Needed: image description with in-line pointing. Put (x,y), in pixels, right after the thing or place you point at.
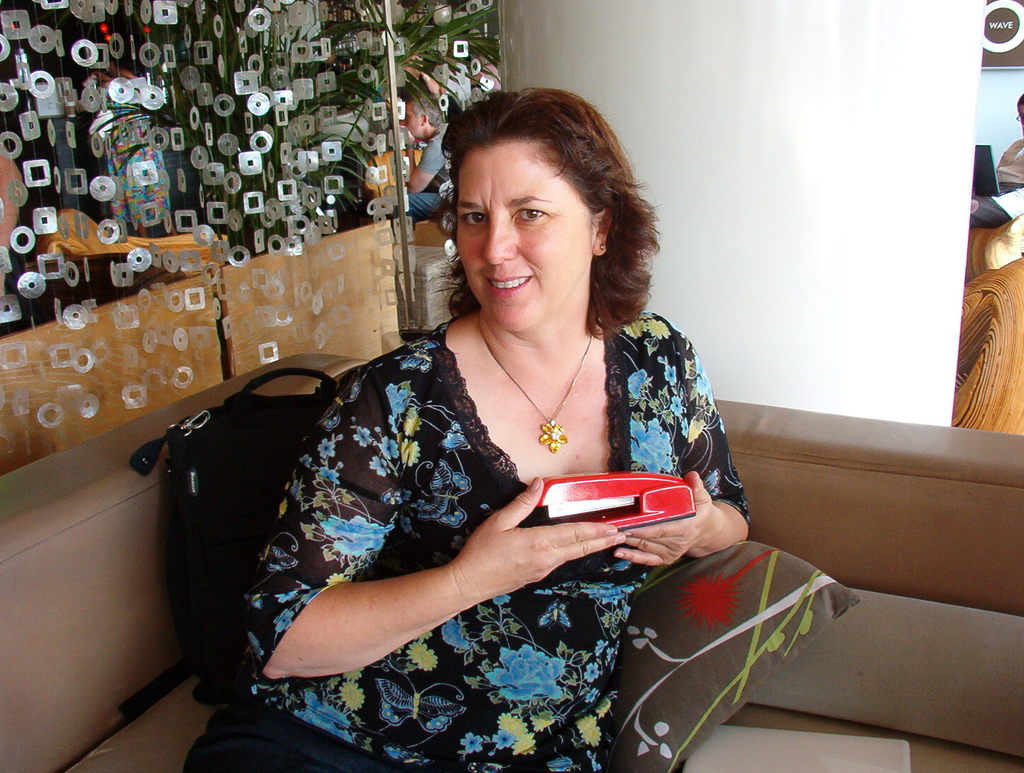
In this picture we can see a woman (330,577) sitting on a sofa (1001,442) and smiling and beside to her we can see a bag (247,453) and a pillow (736,547) in the background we can see plants (452,22) and some people (1012,151).
